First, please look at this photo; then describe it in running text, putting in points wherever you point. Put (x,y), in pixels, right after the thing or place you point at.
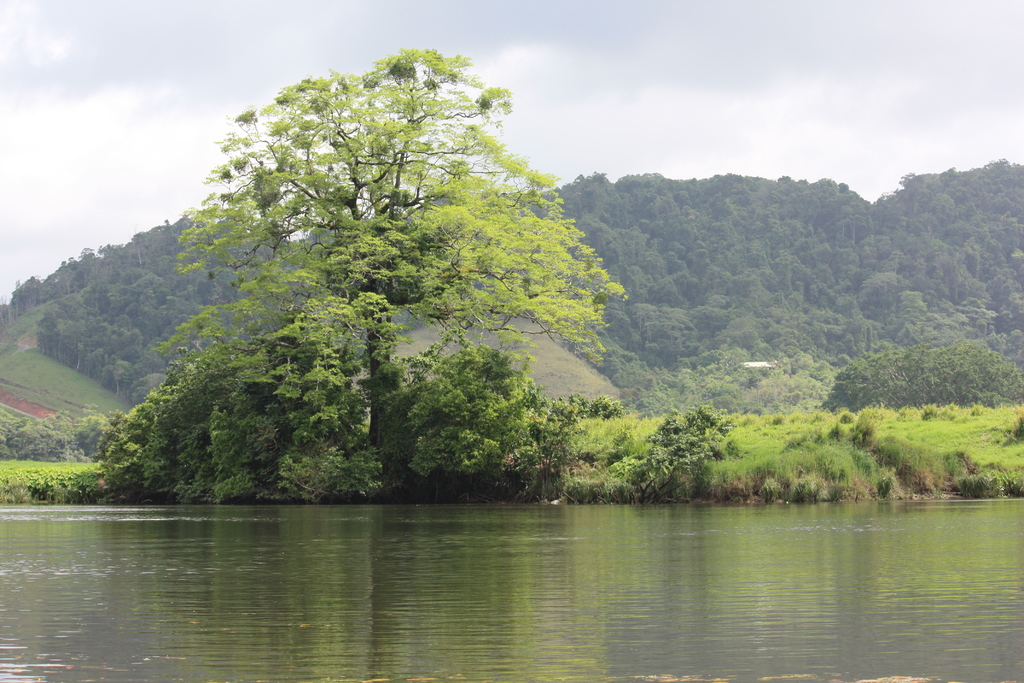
Bottom of the image (1012,624) there is a water (1012,624). In the middle of the image (366,337) there are some trees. Behind the trees (228,238) there is a hill (699,334), on the hill (997,278) there are some trees (1011,270). Top of the image (637,139) there are some clouds (518,42) and sky (168,96).
